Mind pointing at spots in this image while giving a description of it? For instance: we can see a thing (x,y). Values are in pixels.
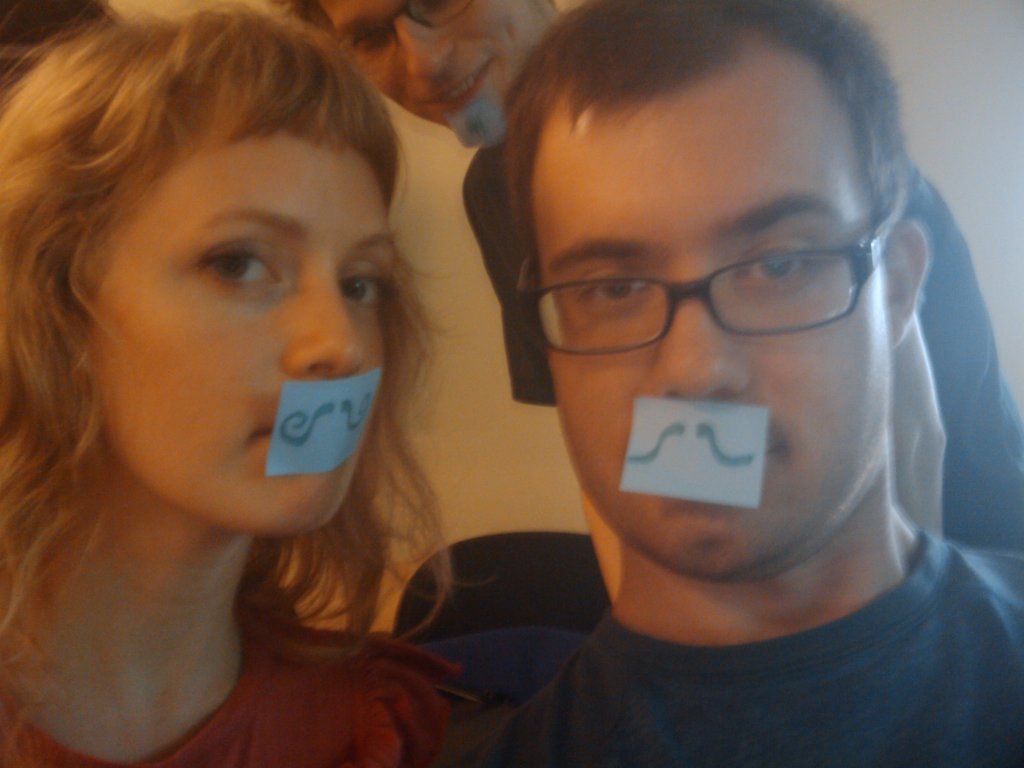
This image is taken indoors. In the background (497,397) there is a wall (491,313) and there is a man (479,103) with a smiling face (422,42). In the middle of the image (628,397) there is a man (619,519) and a woman (190,403) with plasters (351,446) on their mouths (261,430).
